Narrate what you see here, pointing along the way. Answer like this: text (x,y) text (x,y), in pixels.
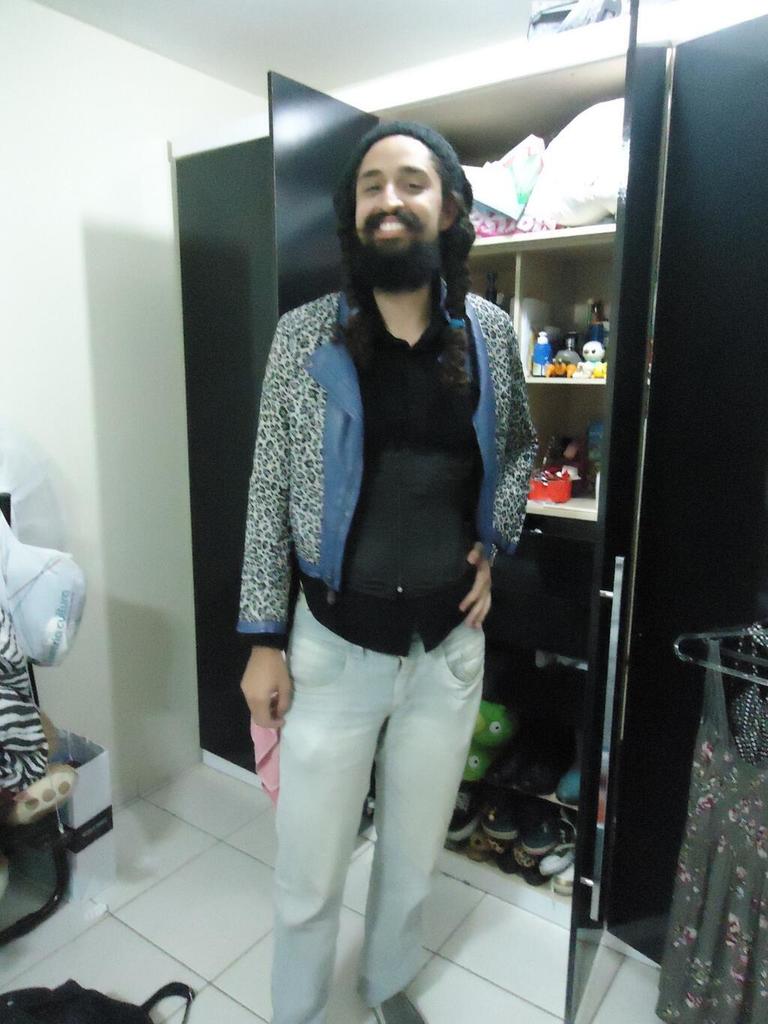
In the picture we can see a man (420,705) standing on the floor (25,945) with white tiles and he is with beard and mustache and wearing a cap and behind him we can see a cupboard (715,170) with black color doors (726,164) which are opened in it we can see some racks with some things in it and beside the cupboard (202,312) we can see some dress (744,782) to the hanger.
